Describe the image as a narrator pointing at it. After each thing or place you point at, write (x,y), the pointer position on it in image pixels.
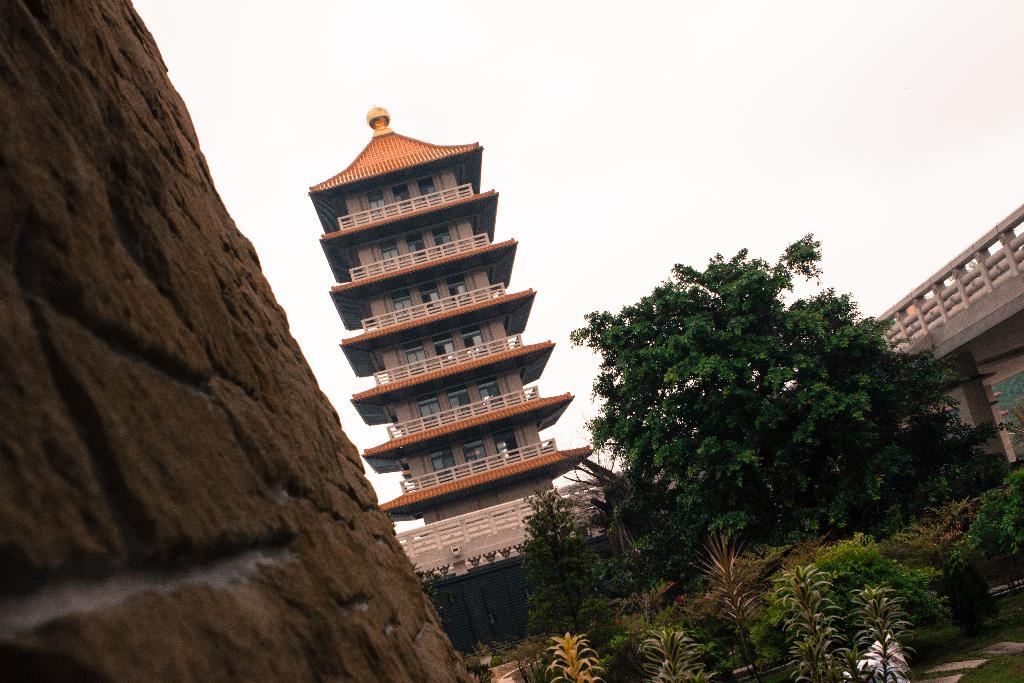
In this image we can see a building (460,365), few plants (473,660) and trees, on the right side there is a bridge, on the left side (280,434) there is a mountain (360,469).
